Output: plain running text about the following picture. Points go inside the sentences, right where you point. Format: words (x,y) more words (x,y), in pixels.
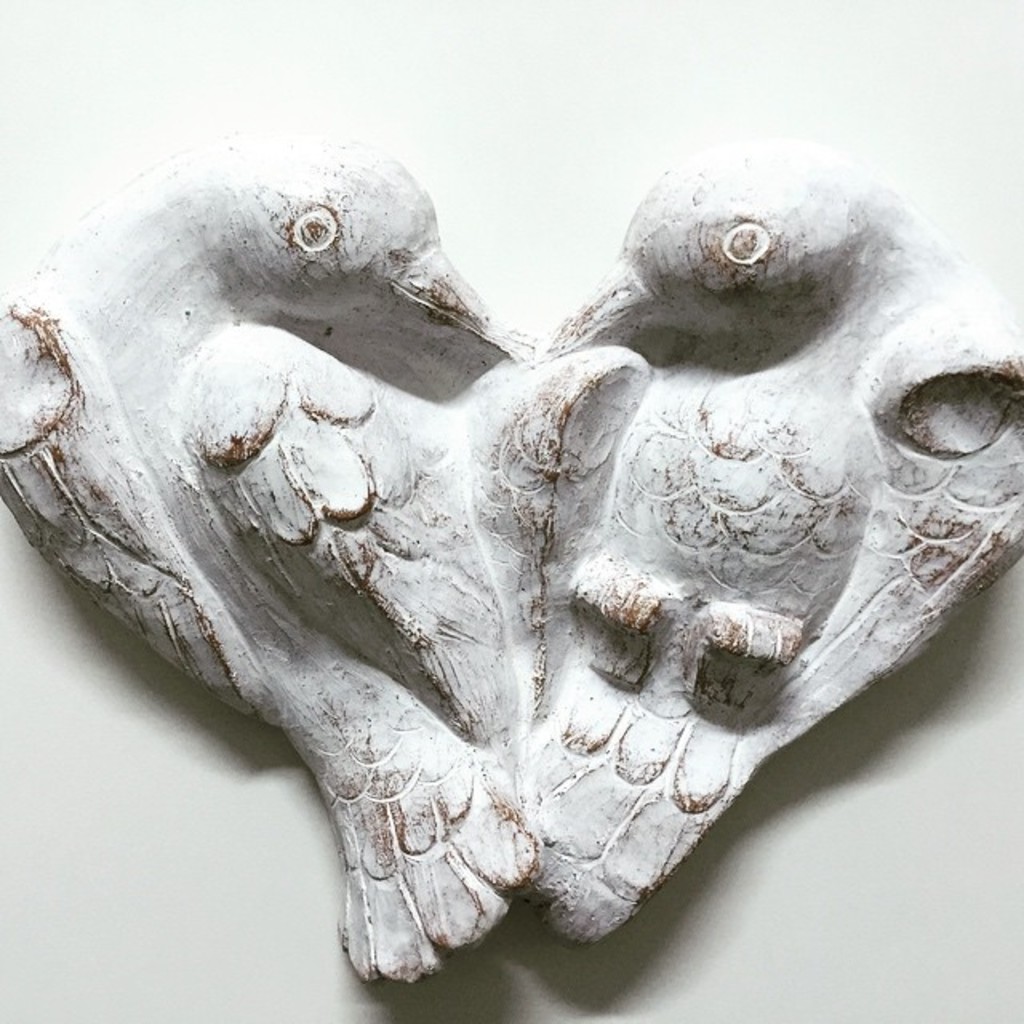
In the middle of this image (449,552), there are sculptures (513,695) of two birds (676,267) on a surface (140,22). And the background (84,22) is white in color.
